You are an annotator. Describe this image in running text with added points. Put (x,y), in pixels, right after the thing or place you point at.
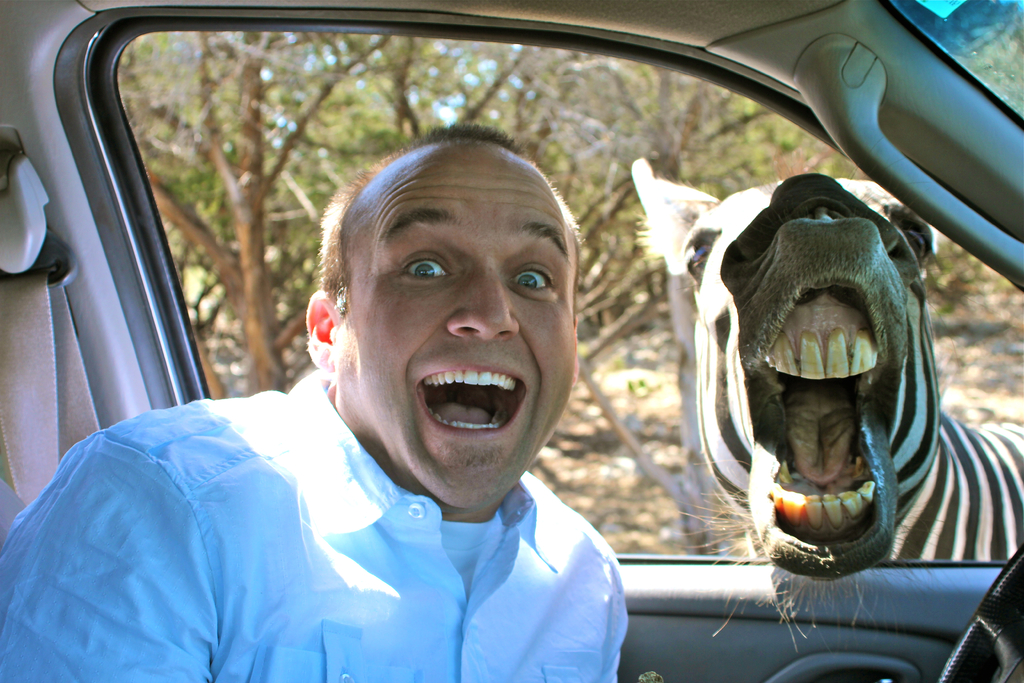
In this picture we can see man (330,489) sitting inside car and smiling and beside to him zebra (856,233) opened mouth (792,416) and in background (583,262) we can see trees (603,189).
